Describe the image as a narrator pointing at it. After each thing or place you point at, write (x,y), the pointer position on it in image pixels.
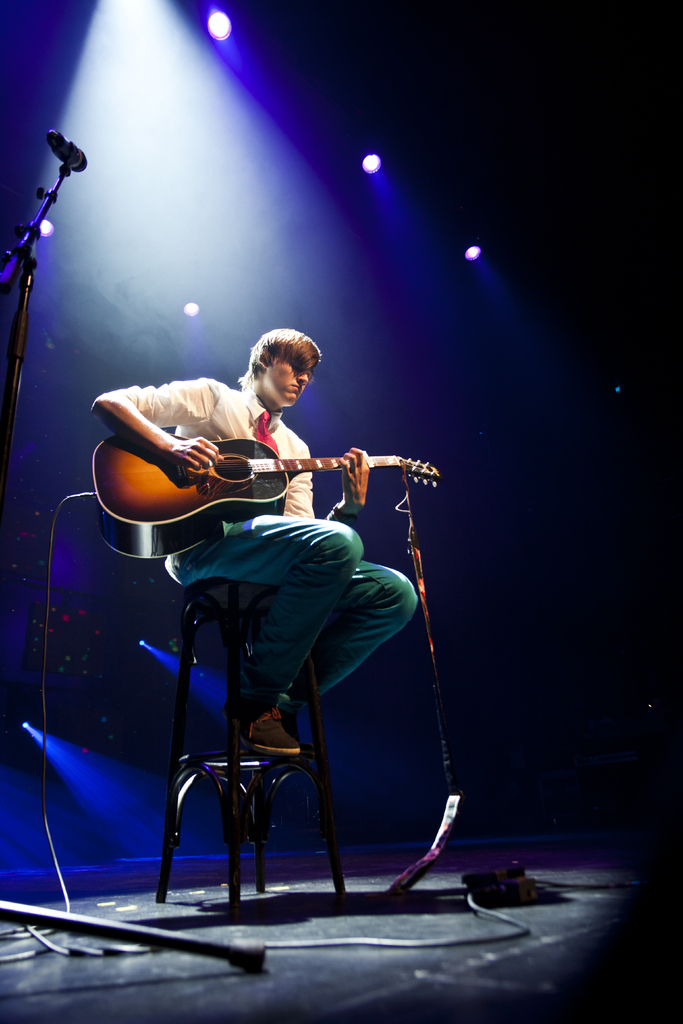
This image is clicked at a stage performance. In the middle (260,354) there is a man (313,580) he wear white shirt (191,396), tie (264,437) and trouser (301,605) he is playing guitar (268,469) he is sitting. On the left (76,166) there is a mic (62,171). In the background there are many lights (204,208).
